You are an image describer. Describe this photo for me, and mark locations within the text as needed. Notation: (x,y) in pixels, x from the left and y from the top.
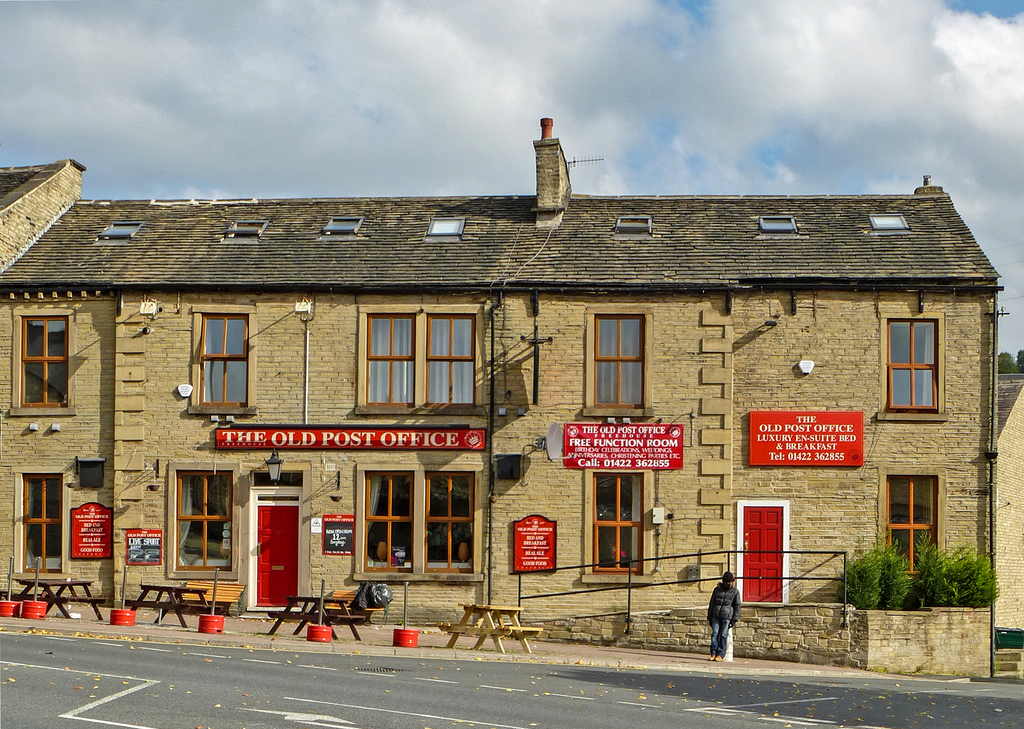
In this picture we can see a building (579,292), roof (651,258), windows (408,571), boards (321,441) on the wall (777,479), a poster (651,456) on the wall (661,483), doors (776,543), benches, poles (800,578), plants (961,567) and a person (729,589) is standing and wearing a jacket (734,604), cap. At the bottom of the image (567,679) we can see the road (470,668) and dry leaves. At the top of the image (455,90) we can see the clouds (590,131) in the sky (471,152).
